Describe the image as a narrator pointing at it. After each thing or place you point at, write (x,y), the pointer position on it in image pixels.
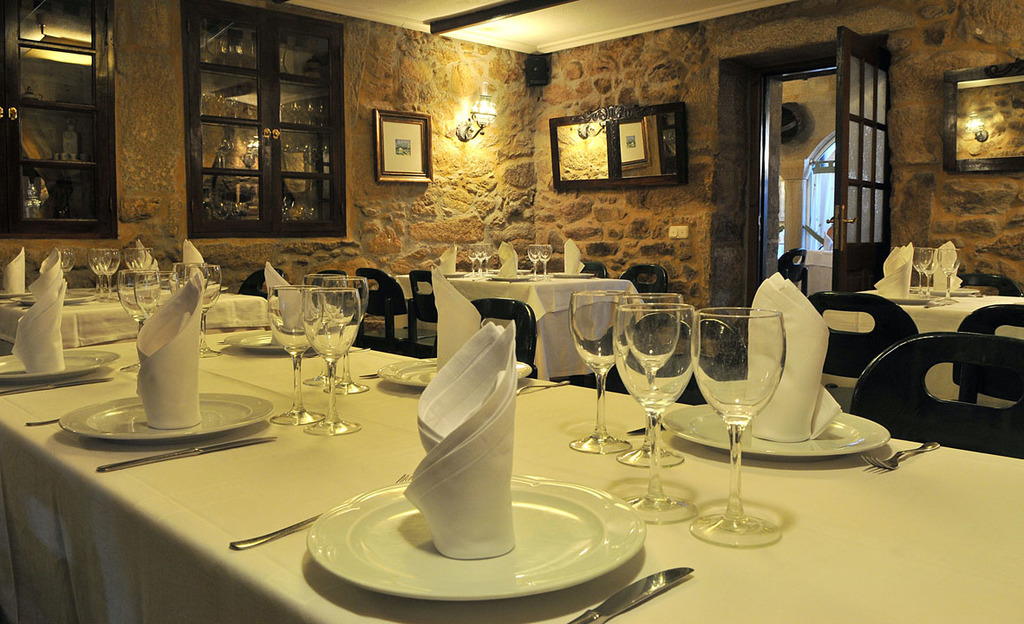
In this image I can see many tables (559,417) and chairs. On the tables (723,553) I can see the plates (407,506) and tissue papers (498,405). To the side there are many glasses (602,368), forks (560,384) and knives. In the background (281,210) I can see the boards (413,156) and cupboards (260,141) to the wall (535,118). I can also see the lights (486,125) to the wall (492,125).
